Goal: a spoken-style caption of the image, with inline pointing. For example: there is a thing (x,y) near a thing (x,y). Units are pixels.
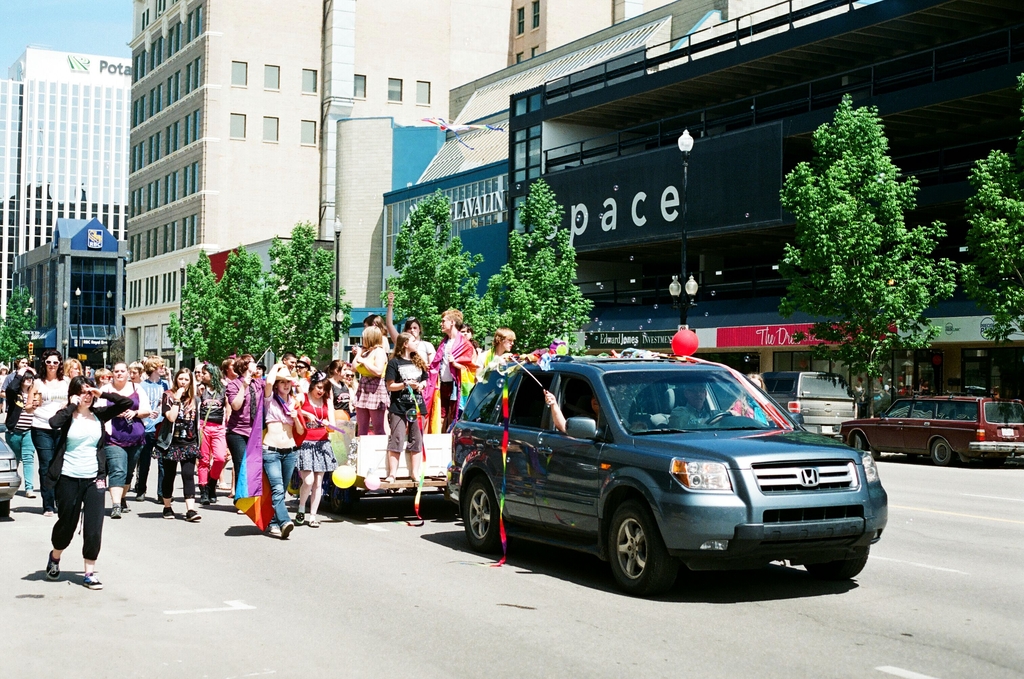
In the image there are many people (333,408) standing and walking on the road (643,638) with a car (699,465) moving in front of them and in the back (307,115) there are buildings (280,169) with trees (303,274) and vehicles (929,453) in front of it.
